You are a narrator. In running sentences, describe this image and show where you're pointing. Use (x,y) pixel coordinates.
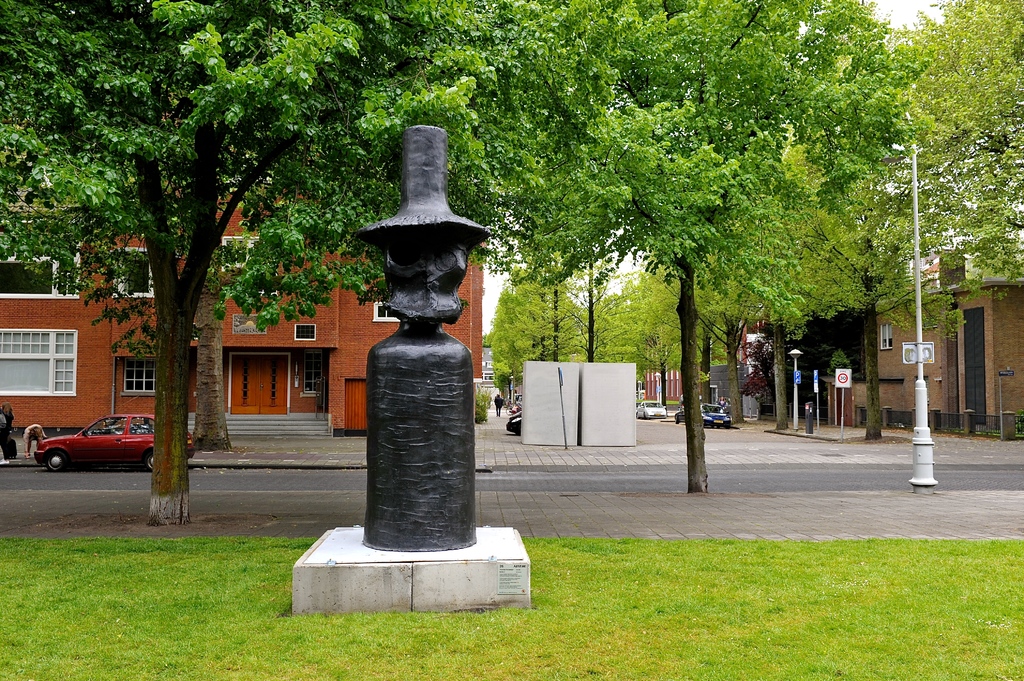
In the picture we can see a grass surface (831,596) on it we can see a stone sculpture (402,533) which is black in color and behind it we can see a path (112,514) and on it we can see some trees (151,495) and beside it we can see road (109,476) and on it we can see a car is parked which is red in color and beside it we can see a house building (42,298) with doors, windows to it and beside the building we can see a path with a person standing on it and beside the path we can see some trees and some houses (895,348) and poles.
